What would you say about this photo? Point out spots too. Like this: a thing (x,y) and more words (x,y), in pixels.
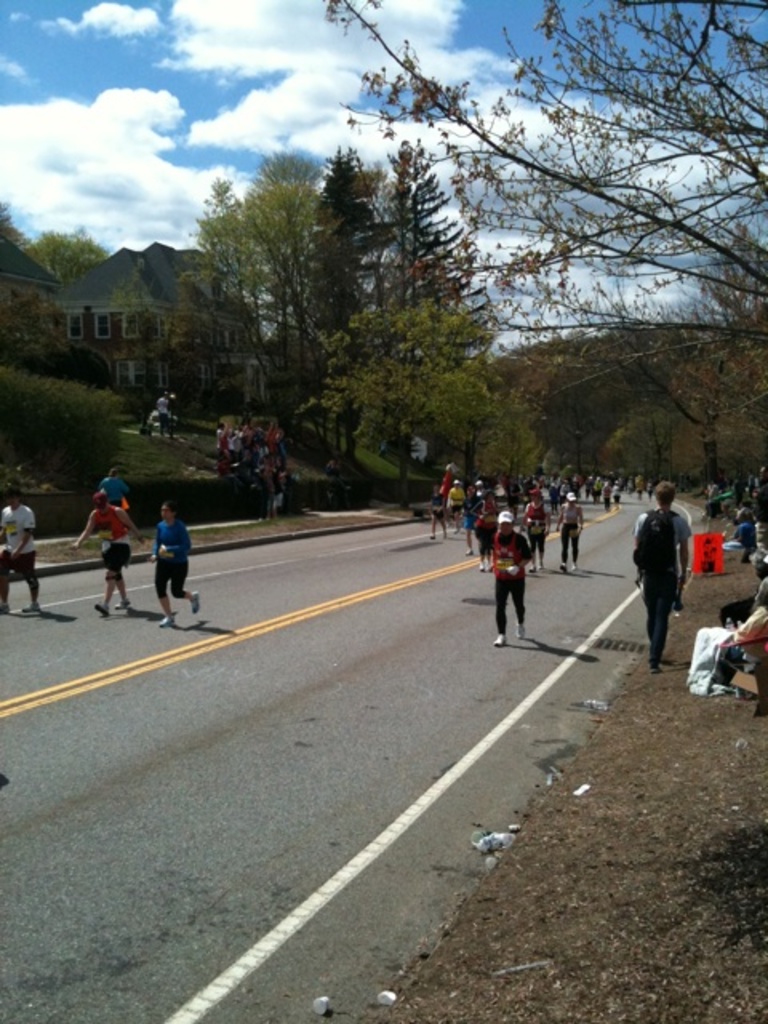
In this image there are a few people (541,508) walking and running on the road (341,566), on the either side of the road (145,701) there are trees (393,314).
